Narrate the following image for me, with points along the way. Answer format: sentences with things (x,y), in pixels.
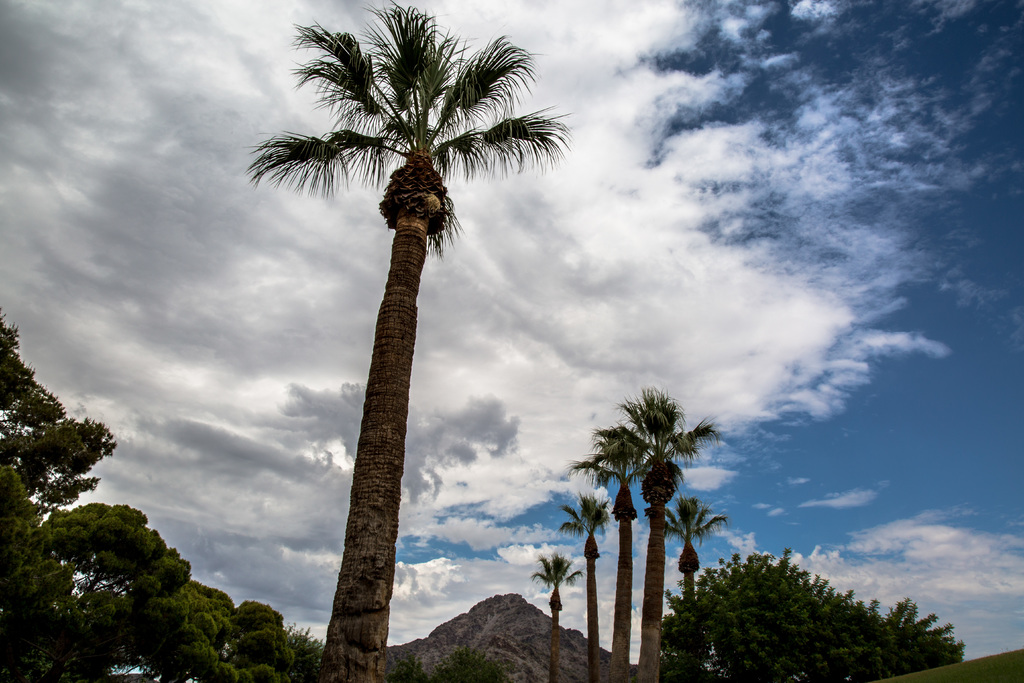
In this image there is a tall tree (341,566) in the middle (402,293). In the background (12,605) there are few other trees (713,607). In the middle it looks like a big rock (497,625). At the top (728,192) there is the sky (723,221) with the clouds (717,245).
